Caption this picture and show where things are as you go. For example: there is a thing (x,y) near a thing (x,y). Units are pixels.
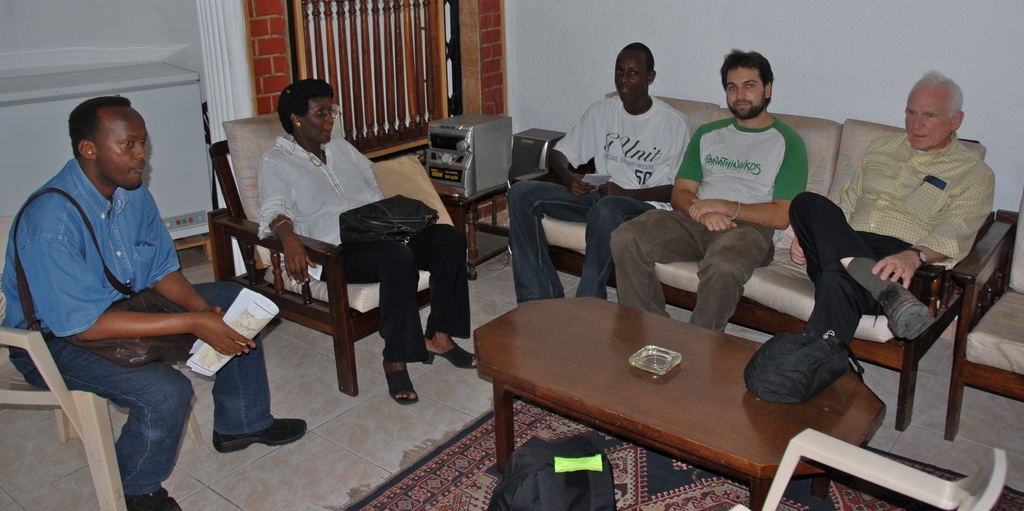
This image consists of five persons (825,272). At the bottom (528,436), there is floor mat (533,428) on the floor (1,435). In the middle (543,318), there is a table (709,406). In the front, we can see a window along with music player (458,153). On the right (991,12), there is a wall (1006,16).
